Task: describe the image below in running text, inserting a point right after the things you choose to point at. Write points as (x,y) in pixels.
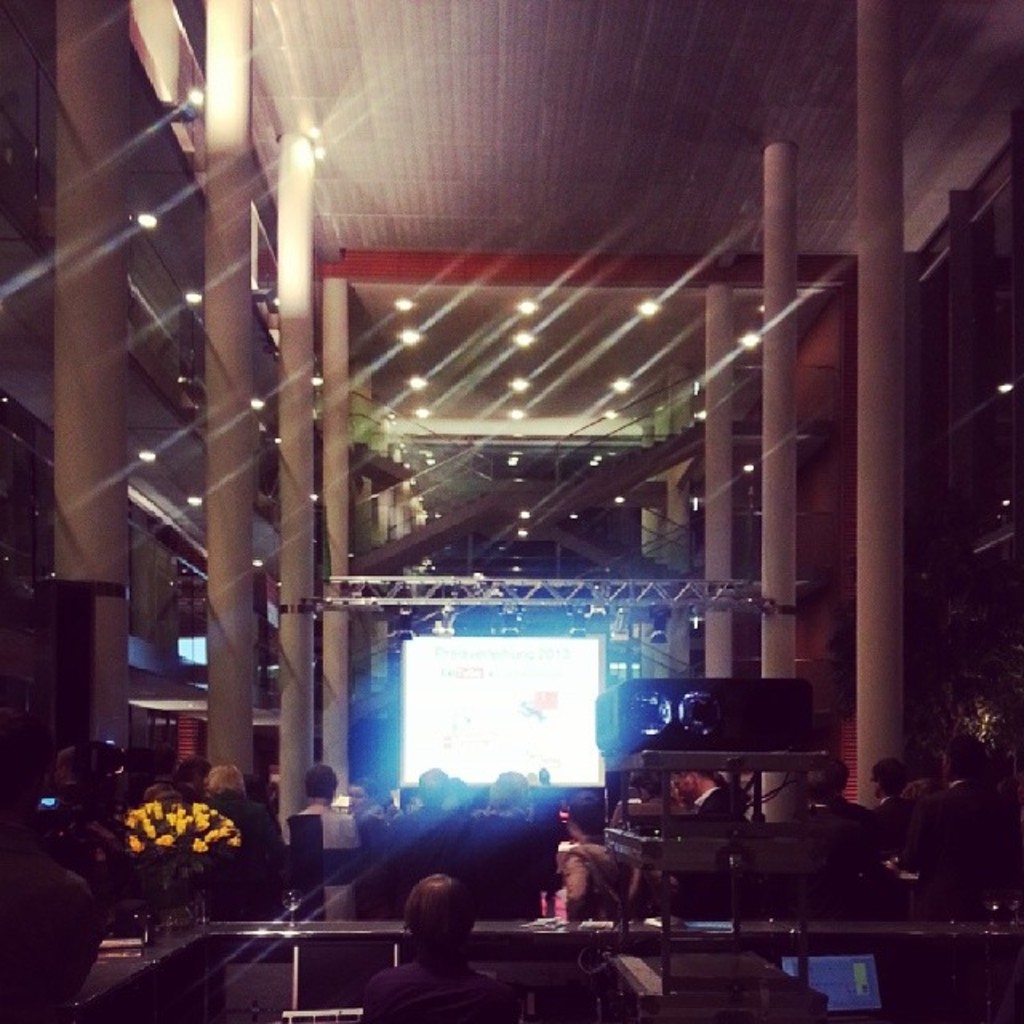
We can see people (457,864) and we can see projector (652,712), flowers (189,819) and some objects (1006,912) on the table (650,928) and we can see pillars (332,487). Background (527,690) we can see screen (483,735) and lights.
